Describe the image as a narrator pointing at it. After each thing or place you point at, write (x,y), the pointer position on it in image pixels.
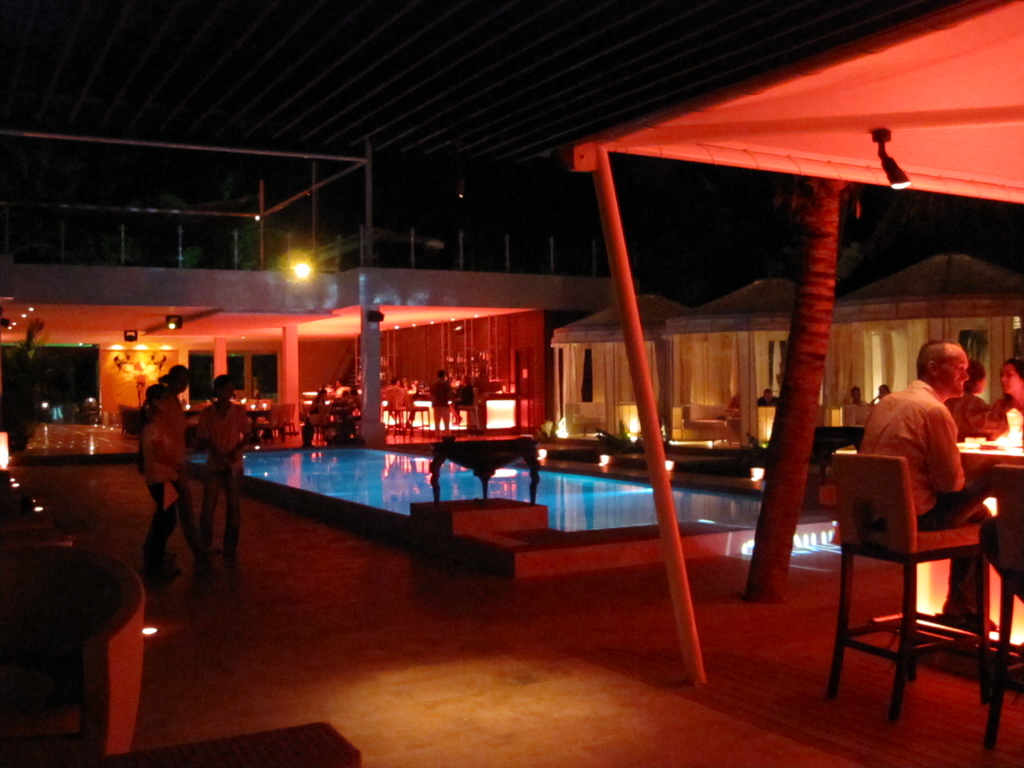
people (917,470) are sitting on the chairs (856,496) under the tents (926,93). behind them there is a pool (450,469) and building (274,316). at the left (189,461) people (174,445) are standing and it's the nighttime.
